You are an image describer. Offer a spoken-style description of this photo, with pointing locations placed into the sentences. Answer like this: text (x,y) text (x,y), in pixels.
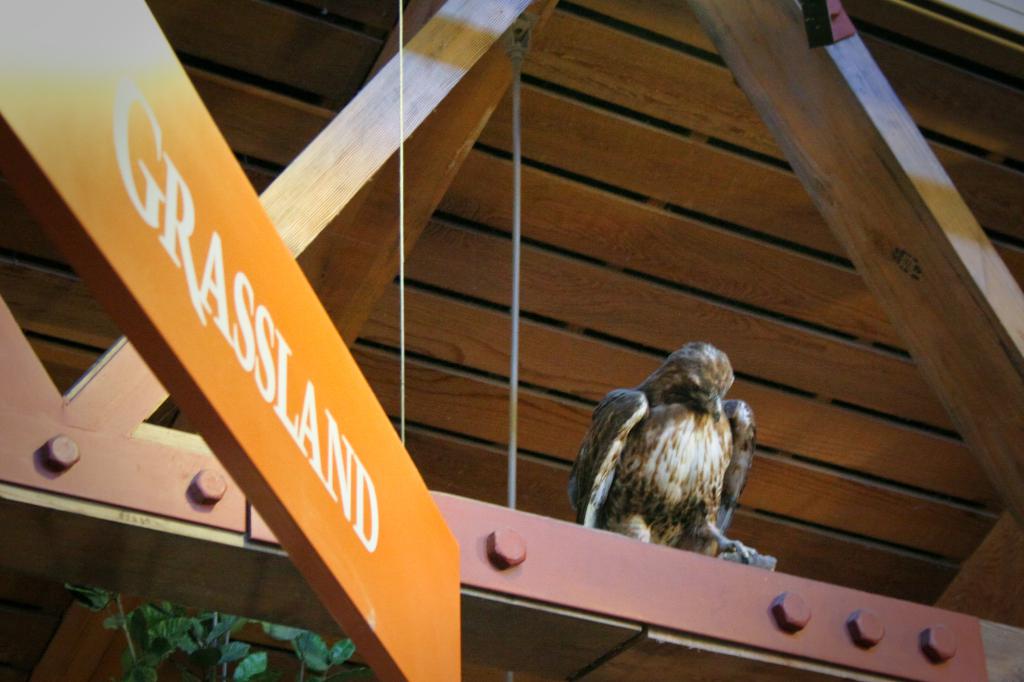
In the center of the image (619,408) a bird (667,473) is there. At the top of the image (687,169) roof (736,213) is there. On the left side of the image (179,308) we can see a board (173,313), leaves (206,643) are present.
